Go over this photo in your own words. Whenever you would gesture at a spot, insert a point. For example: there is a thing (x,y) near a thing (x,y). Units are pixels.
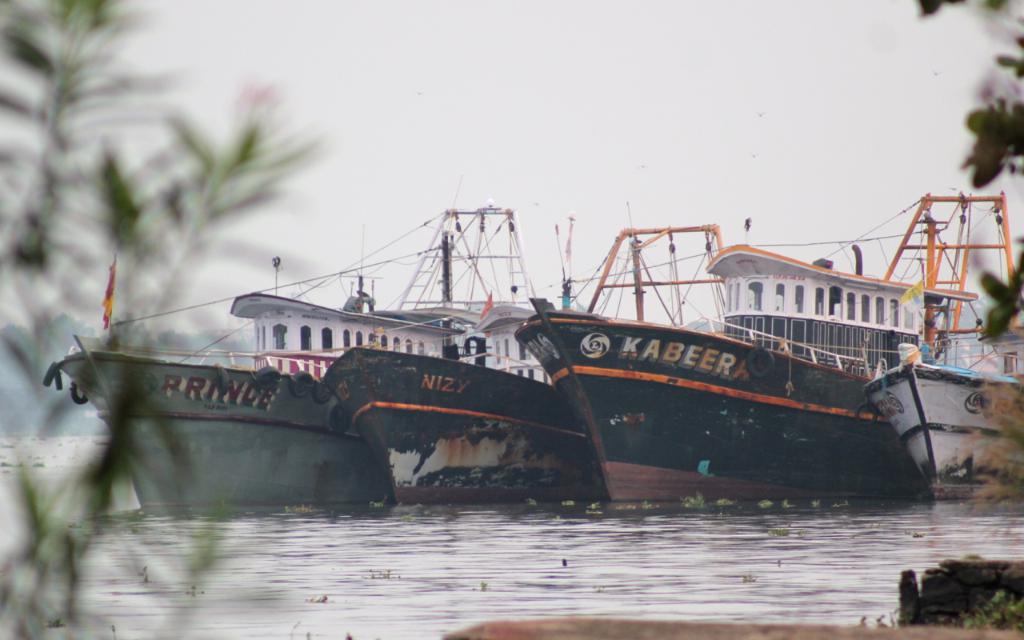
Here we can see ships (634,396) on the water (574,508) and there are poles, ropes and other metal objects (271,356). On the left (11,566) and right we can see a plant (29,491). In the background (349,220) there are trees (71,327) and sky (425,38).
